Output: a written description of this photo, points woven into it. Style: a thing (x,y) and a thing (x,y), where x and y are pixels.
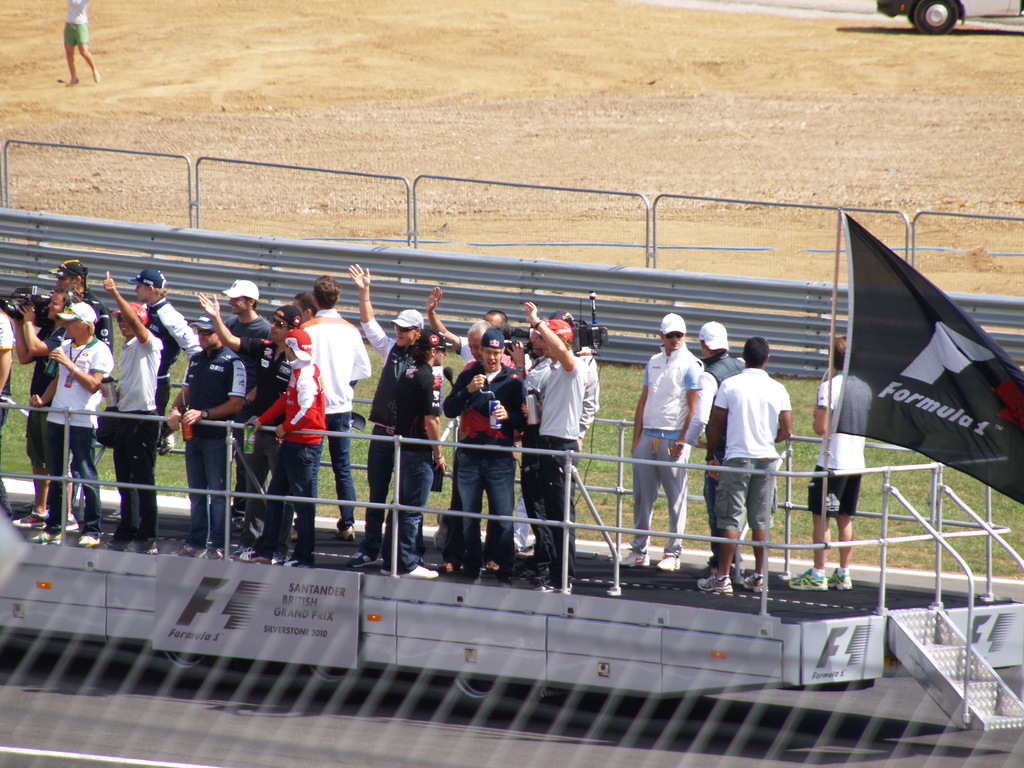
In this image we can see a group of people (467,339) standing on the vehicle (202,593) which is on the road (567,748). Here we can see the flag (905,288) on the right side (883,390). Here we can see a metal fence (71,258). Here we can see a person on the top left side (83,57). Here we can see a vehicle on the top right side (931,28).
